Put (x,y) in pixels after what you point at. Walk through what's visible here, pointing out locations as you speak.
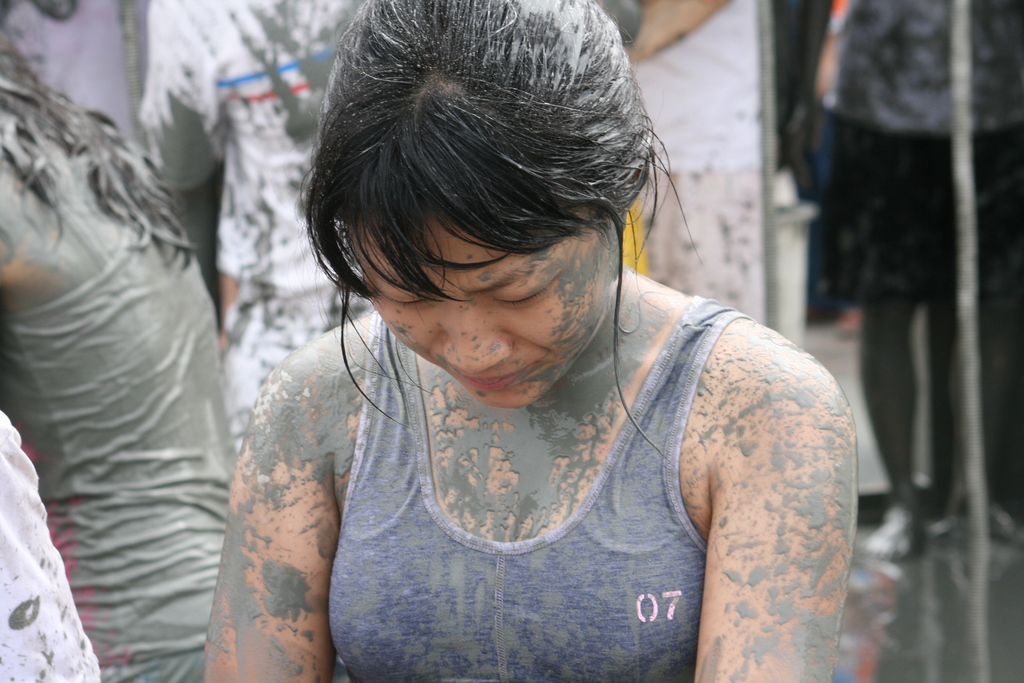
In this image I can see group of people (510,489). In front (611,617) the person (520,505) is wearing gray color dress (561,609).
